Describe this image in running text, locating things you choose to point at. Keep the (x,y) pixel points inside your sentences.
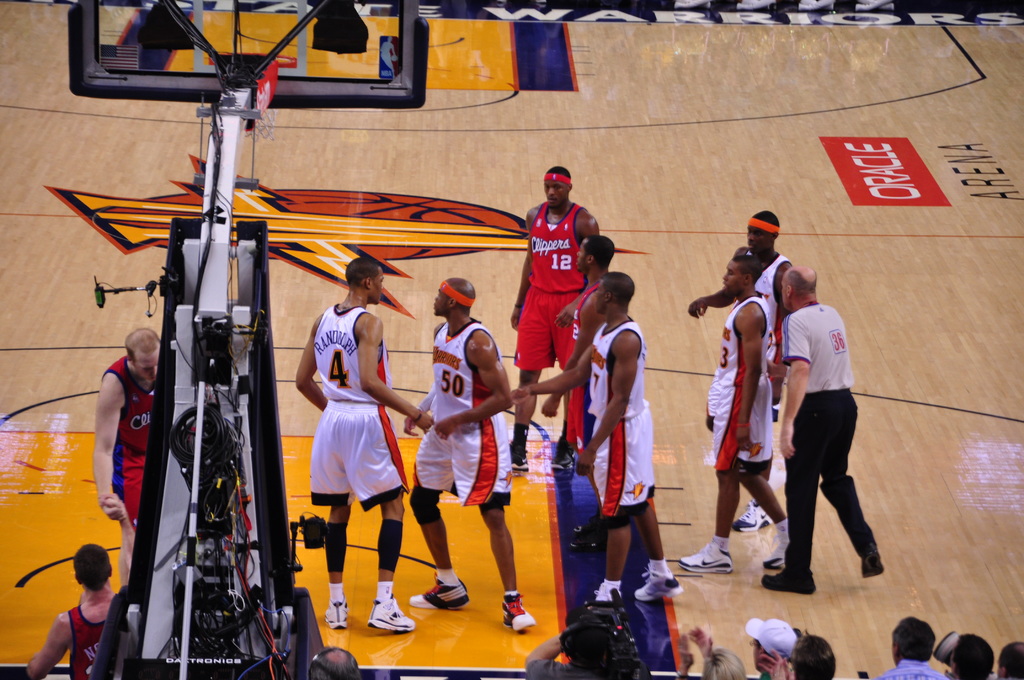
In this picture we can see there are groups of people (470,328) in the indoor basketball court (273,331). At the top of the image (233,111), there is a basketball hoop (253,85) with stand (243,99). At the bottom of the image (208,545), there are cables (204,626) and a person (587,671) is holding a camera (616,641).
